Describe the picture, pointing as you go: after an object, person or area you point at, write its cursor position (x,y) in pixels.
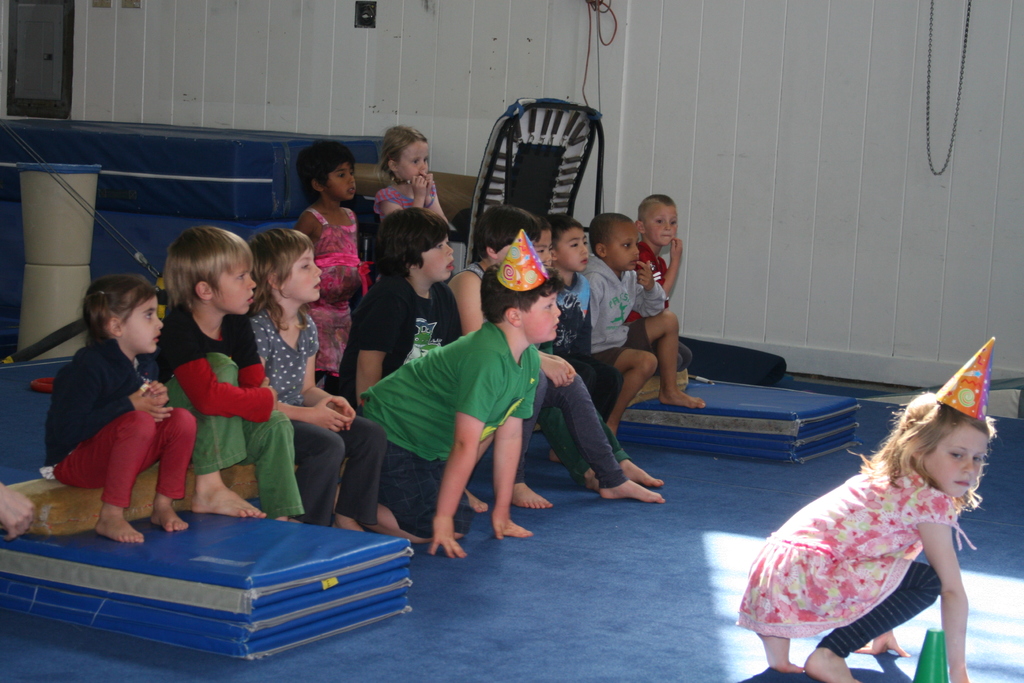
In the background (600,65) we can see the wall (695,168). In this picture we can see the children (527,296), few wore caps (974,414). We can see few objects (39,387) and blue floor carpet (564,641).
